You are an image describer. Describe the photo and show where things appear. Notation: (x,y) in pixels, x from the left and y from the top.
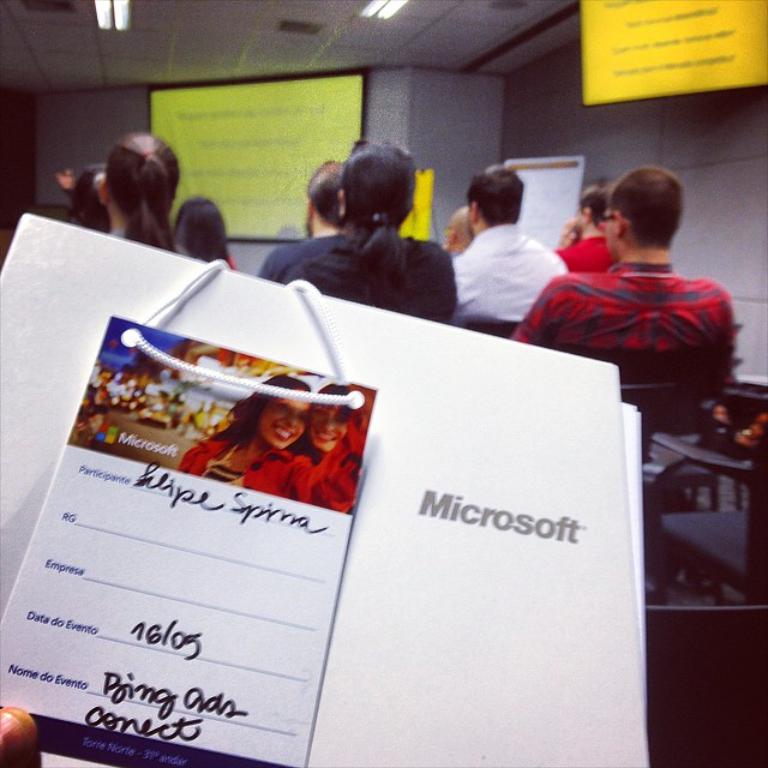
On the left side (222,550), there is a card (153,398) having a white color thread (145,349), this card (111,762) is on a surface (581,741) and there is a finger (32,759) of a person (29,721). In the background (670,206), there are persons (663,289) sitting on the chairs (707,393), there are boards (545,188), there are lights (397,11) attached to a roof (88,33) and there is a wall (118,91).
